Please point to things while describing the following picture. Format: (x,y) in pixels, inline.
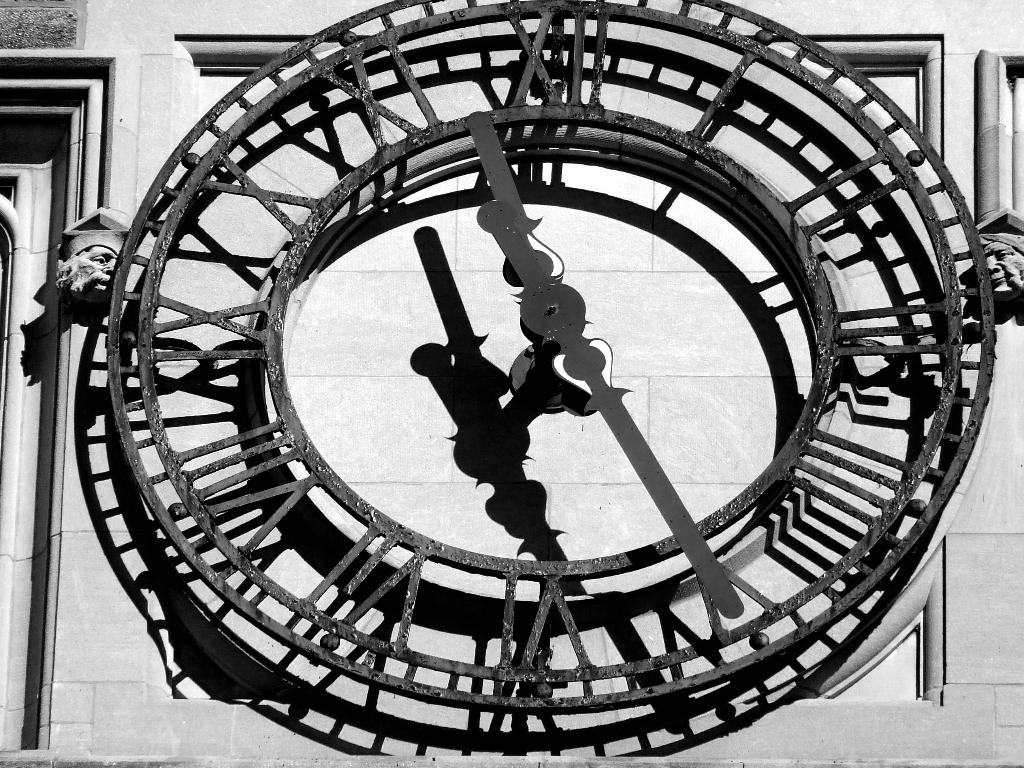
In this picture I can see there is a clock (524,258) and it has minute and hour hand (529,275) and there is a frame (269,341) here and there are numbers (219,311) on it. In the backdrop (329,24) there is a wall (301,66).
